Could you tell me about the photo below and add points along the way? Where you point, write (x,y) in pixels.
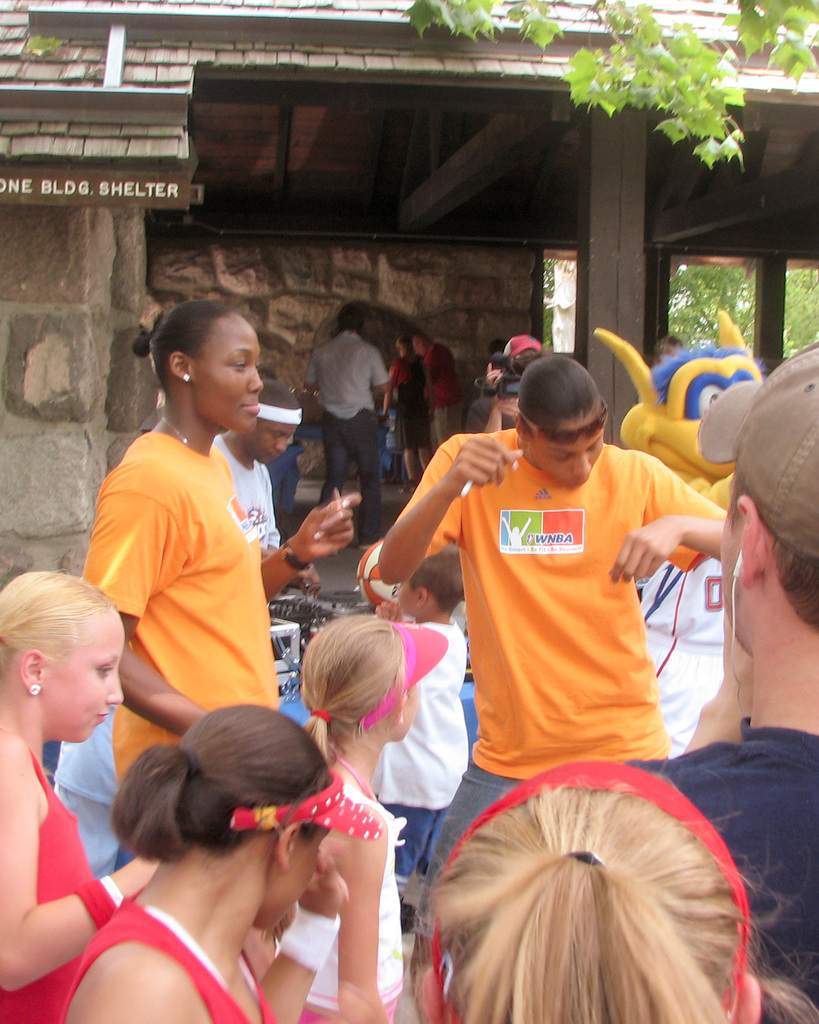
Here we can see group of people (32,1003). In the background (27,503) we can see a board (69,199), wall (64,253), poles (644,351), and trees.
